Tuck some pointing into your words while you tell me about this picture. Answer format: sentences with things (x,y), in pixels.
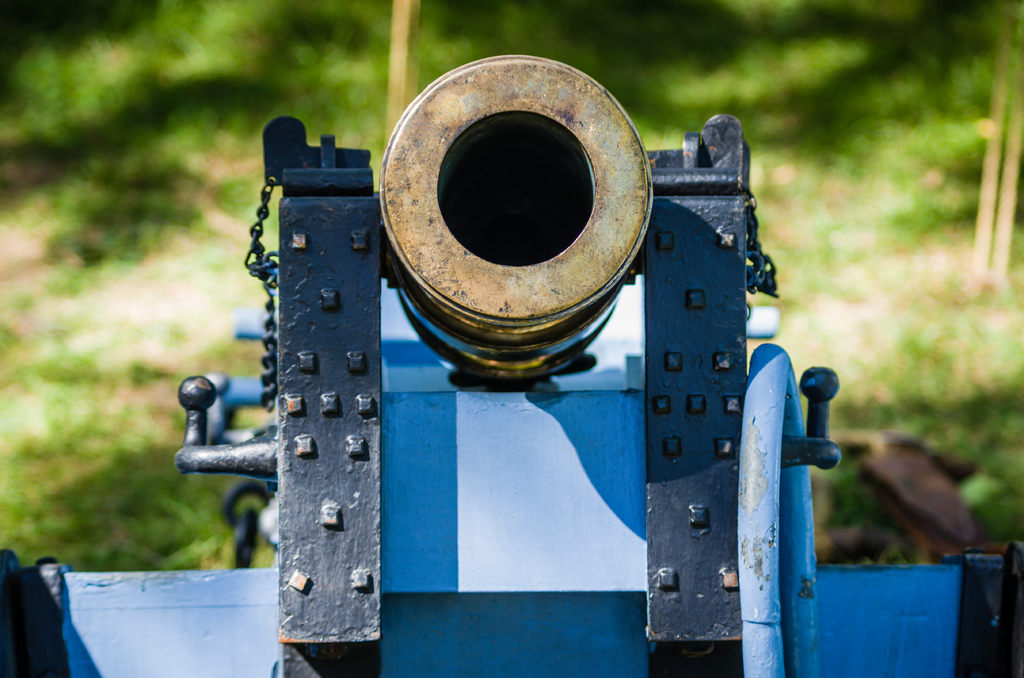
In the center of the image (676,262) there is a cannon (520,213). In the background of the image (379,16) there are trees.
